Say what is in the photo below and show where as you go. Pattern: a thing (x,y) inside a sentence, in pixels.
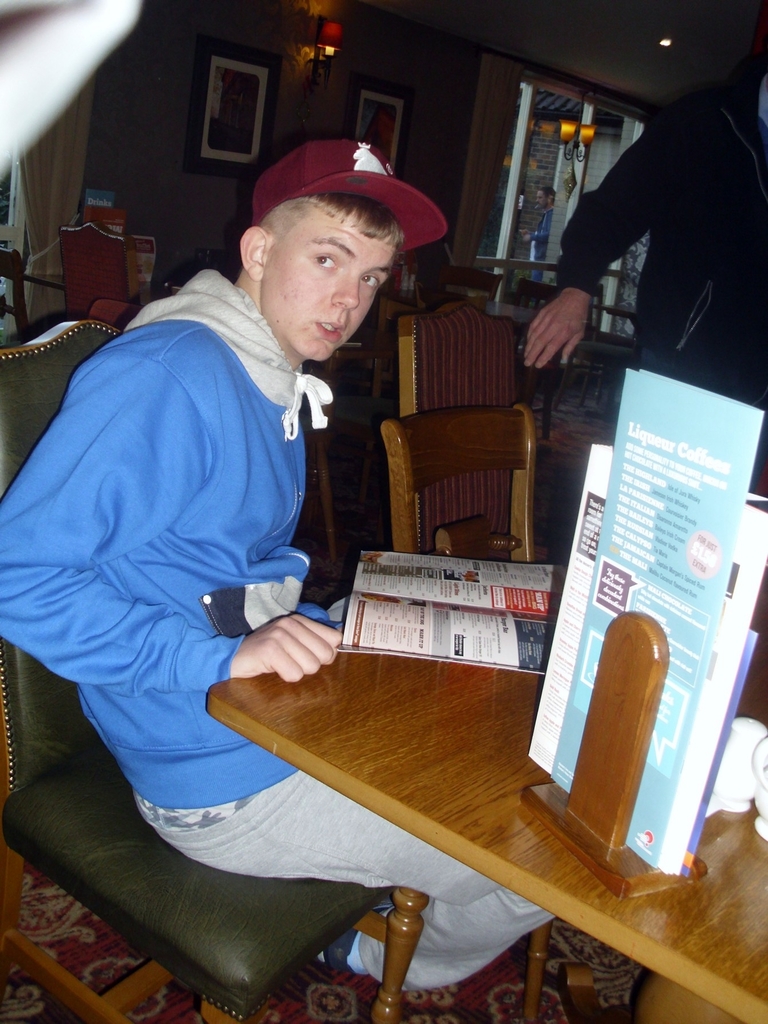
There is a man (149,667) who is sitting on the chair (95,1010). This is table (439,778). On the table (498,743) there is a book (485,565) and these are the chairs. On the background (450,125) there is a wall (437,97) and there are frames (369,140). These are the lights (568,156). Here we can see a person (693,199).
